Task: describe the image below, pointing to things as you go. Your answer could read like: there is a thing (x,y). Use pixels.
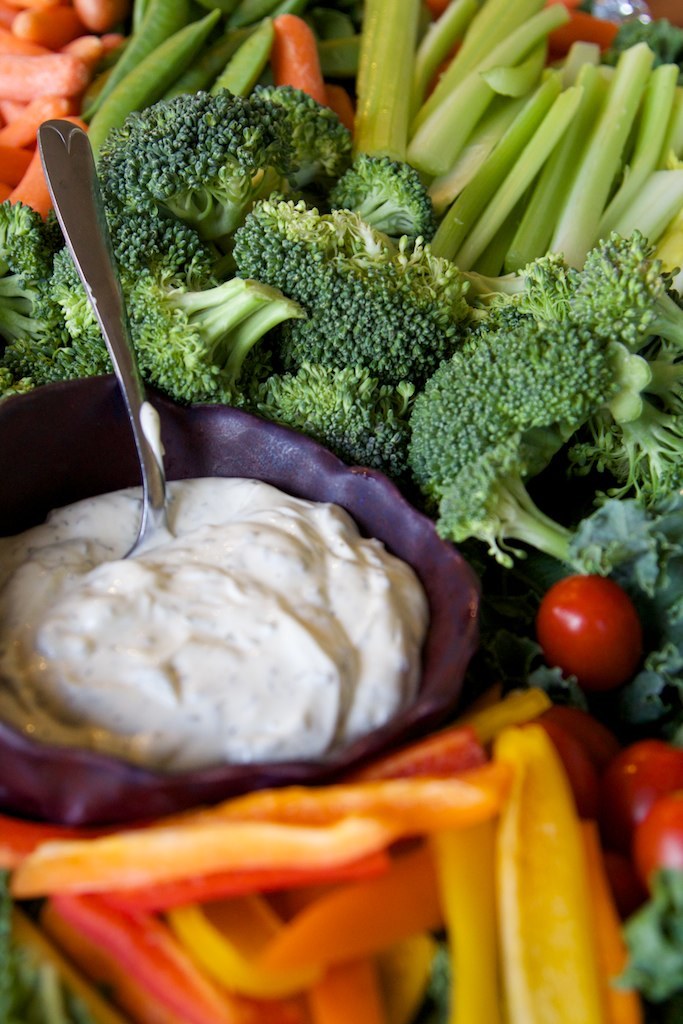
In this image there are different types of vegetables (337,99), and on the left side of the image (68,453) there is a bowl (70,462). In the bowl (83,478) there is cream (193,559) and one spoon (147,516).
